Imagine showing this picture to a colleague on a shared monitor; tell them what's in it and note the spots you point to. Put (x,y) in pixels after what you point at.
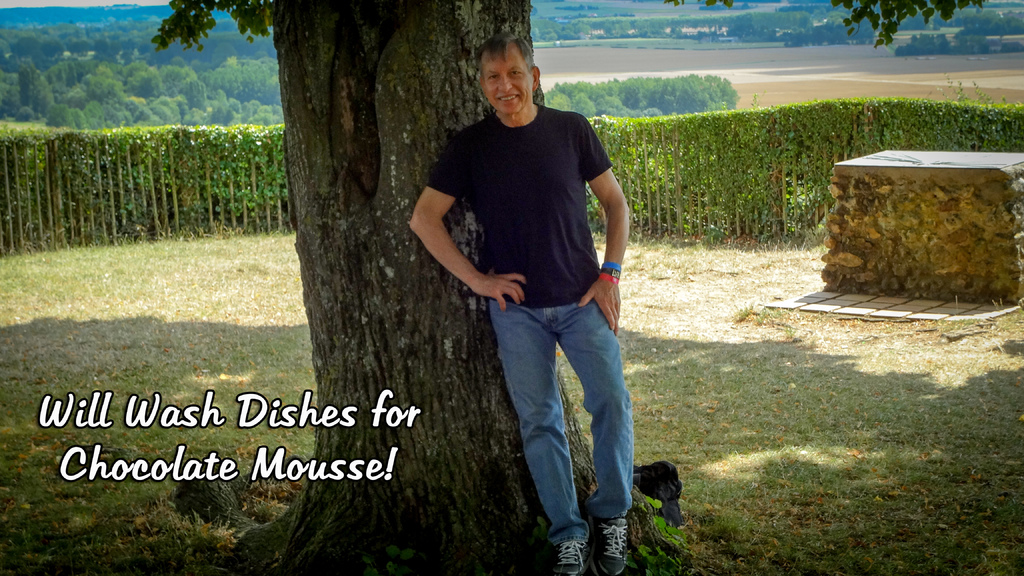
In this image we can see a person (475,142) is standing near a tree (476,78). On the bottom left side of the image (315,420) we can see a text (92,471). On the right side of the image (885,241) we can see rocks (909,265).
